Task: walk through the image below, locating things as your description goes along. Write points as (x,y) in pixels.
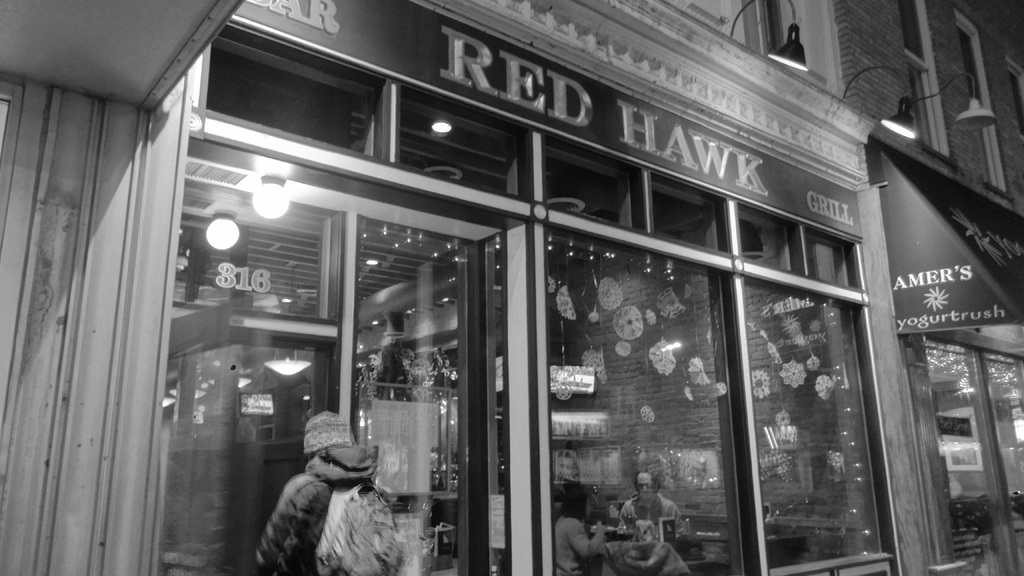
In front of the image there are boards (1021,304) with some text (996,312) on it on the buildings (554,202). There are glass doors (213,493) through which we can see a person (297,478) standing and there are two people (638,478) sitting on the chairs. There are some objects (667,534) on the table (623,535). In the background of the image (669,369) there are some decorative items (662,352) on the wall (620,380). On top of the image (434,134) there are lights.
